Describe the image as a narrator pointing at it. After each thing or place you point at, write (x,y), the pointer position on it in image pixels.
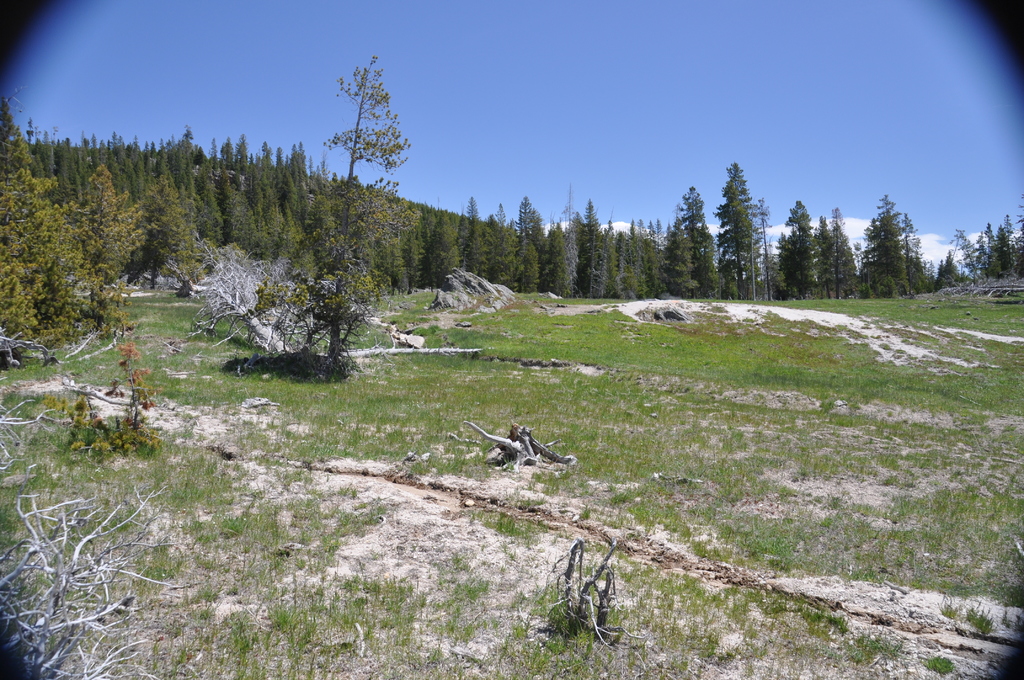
In this image we can see some trees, grass (396,409) and the plants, in the background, we can see the sky (1006,179) with clouds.
